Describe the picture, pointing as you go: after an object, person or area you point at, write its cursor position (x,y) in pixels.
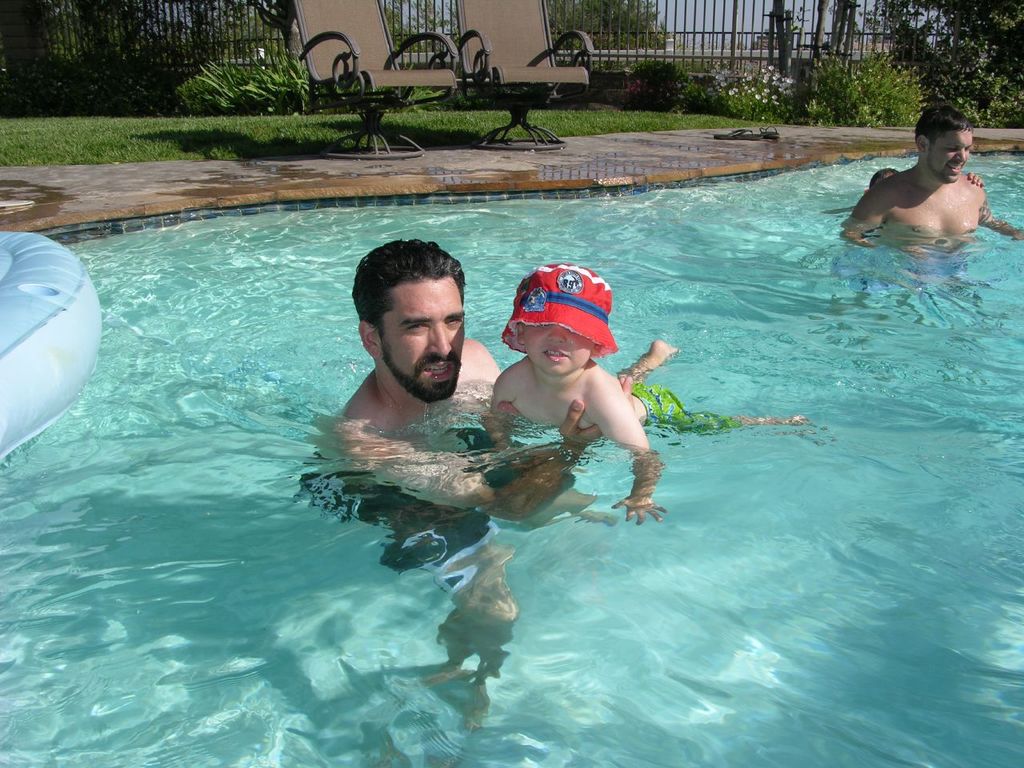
In water (356,367) we can see people (921,226) and kids (499,391). Top of the image (854,122) we can see grille (566,12), plants (858,119), chairs (472,44) and grass (134,148). Above this water (30,554) there is a inflatable tube (84,373).
